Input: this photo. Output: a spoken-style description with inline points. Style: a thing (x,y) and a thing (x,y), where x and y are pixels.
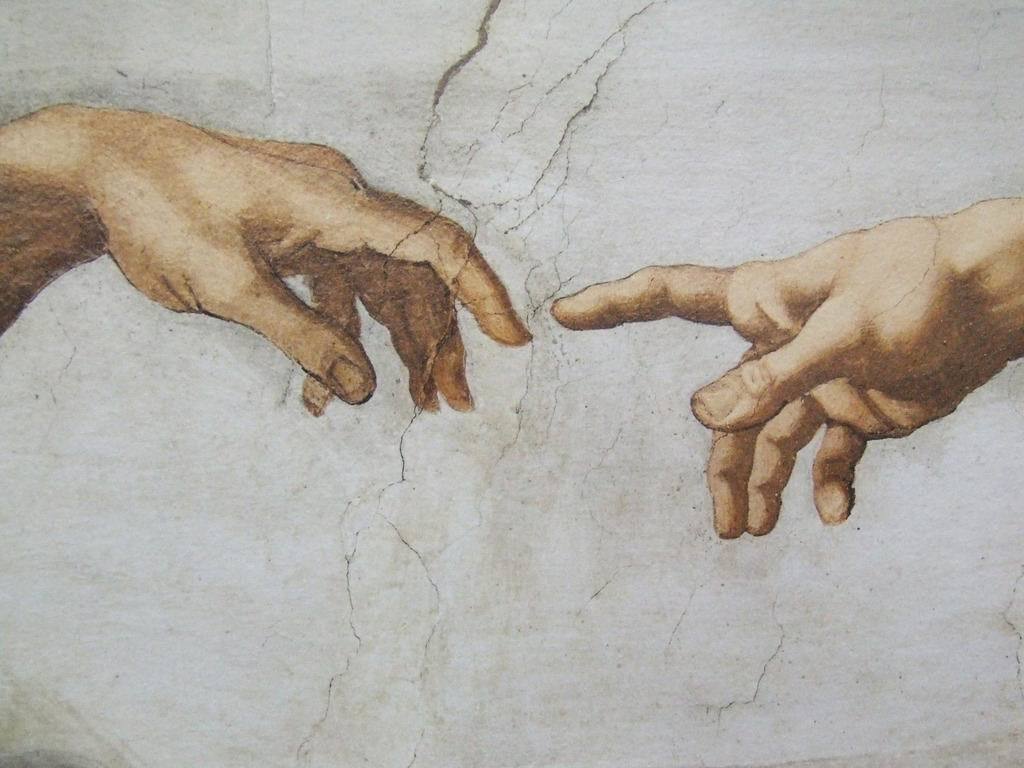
In the image we can see a painting (772,309) of a person's hand (817,321) on the wall (712,205). There are a few cracks (433,105) on the wall (507,89).
